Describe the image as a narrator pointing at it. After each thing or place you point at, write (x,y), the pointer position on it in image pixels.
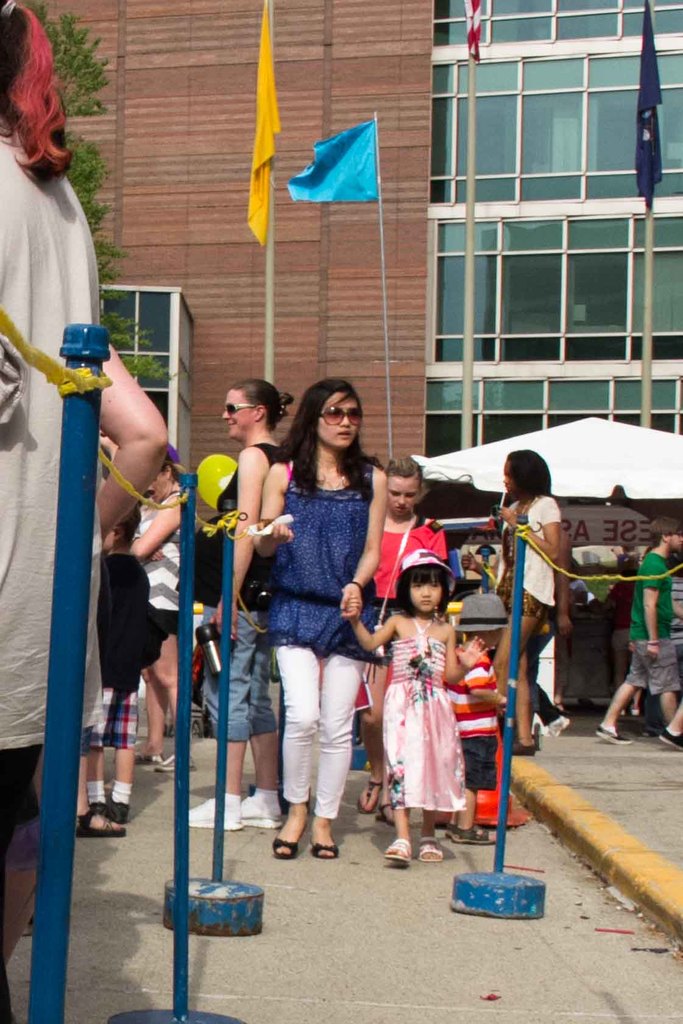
In this image I can see number of persons (339,735) are standing on the ground (315,891). I can see few blue colored pole (235,923), few flags (342,194) which are blue, yellow and red in color, few trees (80,44), an umbrella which is white in color and the building (371,246).
